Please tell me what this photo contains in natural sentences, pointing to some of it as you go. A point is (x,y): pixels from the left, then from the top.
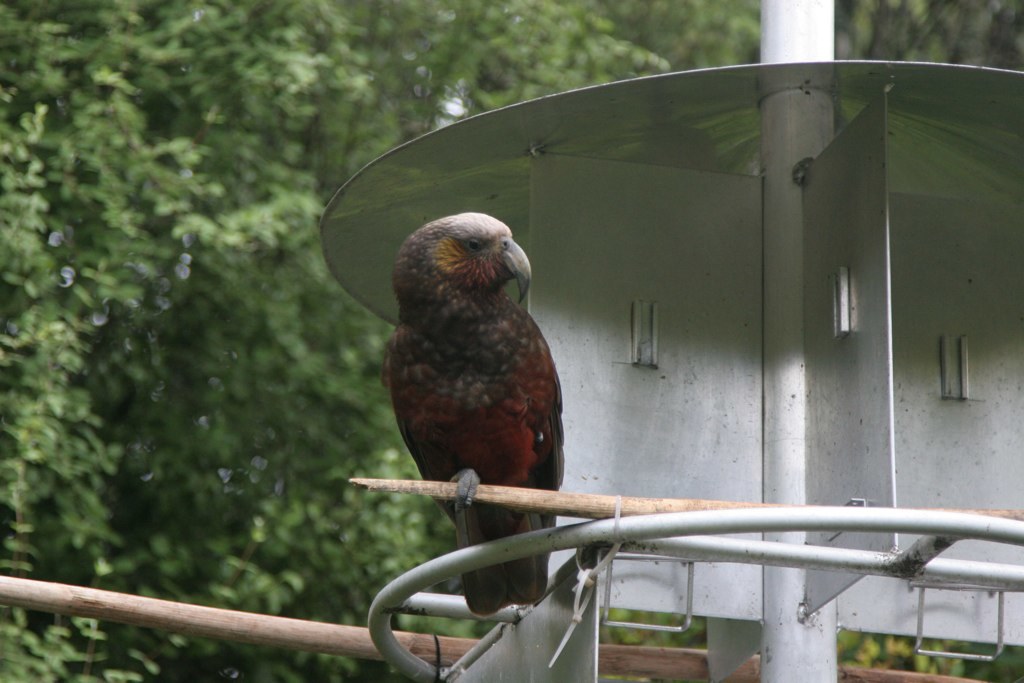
In this picture, in the middle (524,339), we can see a bird (453,444) holding a stick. In the background (652,102), we can see a metal instrument (1015,253), pole (831,7) and trees (851,42).
